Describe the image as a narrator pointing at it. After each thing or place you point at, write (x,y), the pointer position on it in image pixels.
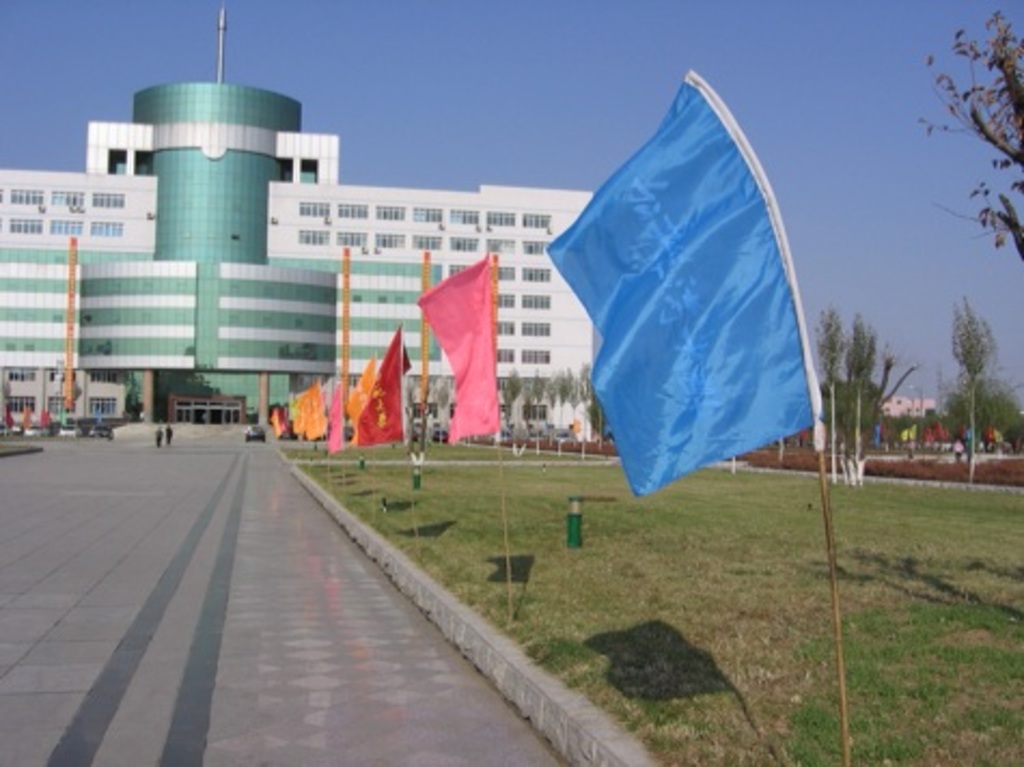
In this image I can see multi colored flags (71,400). I can also see two persons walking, background (209,184) the building (200,198) is in white and green color, sky (483,118) in blue color. I can also see few trees (841,394) in green color.
